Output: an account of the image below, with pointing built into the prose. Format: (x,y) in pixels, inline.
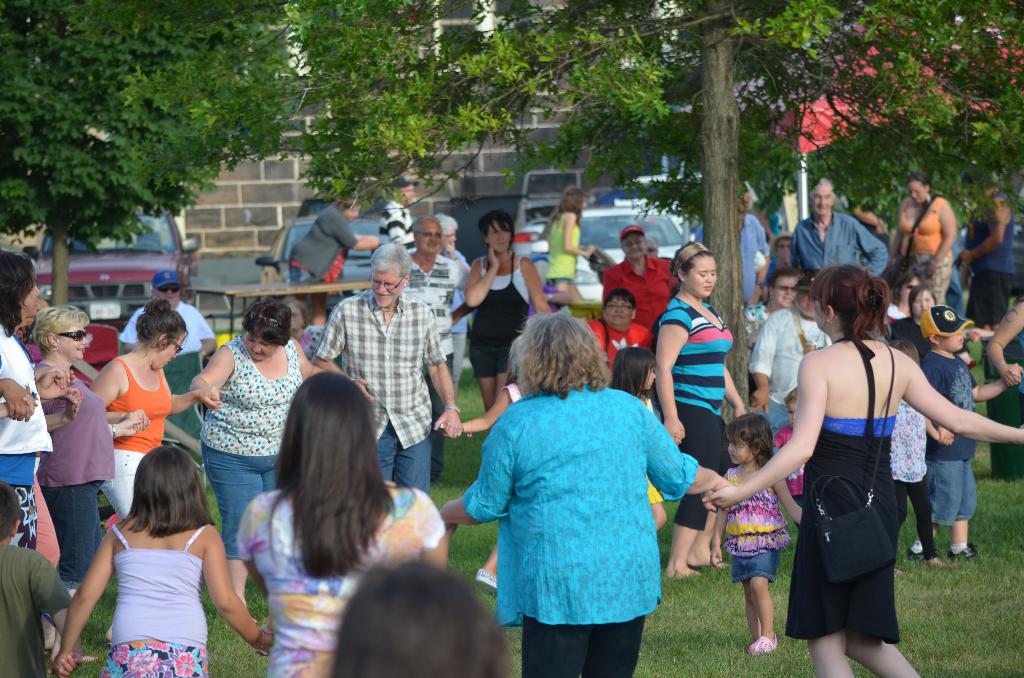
In the foreground of this picture (408,565), there is a crowd (507,568) holding hands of each other standing on the grass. In the background (635,143), there are persons (800,231), table (290,292), cars (310,215), wall (288,190) and the trees (57,296).
